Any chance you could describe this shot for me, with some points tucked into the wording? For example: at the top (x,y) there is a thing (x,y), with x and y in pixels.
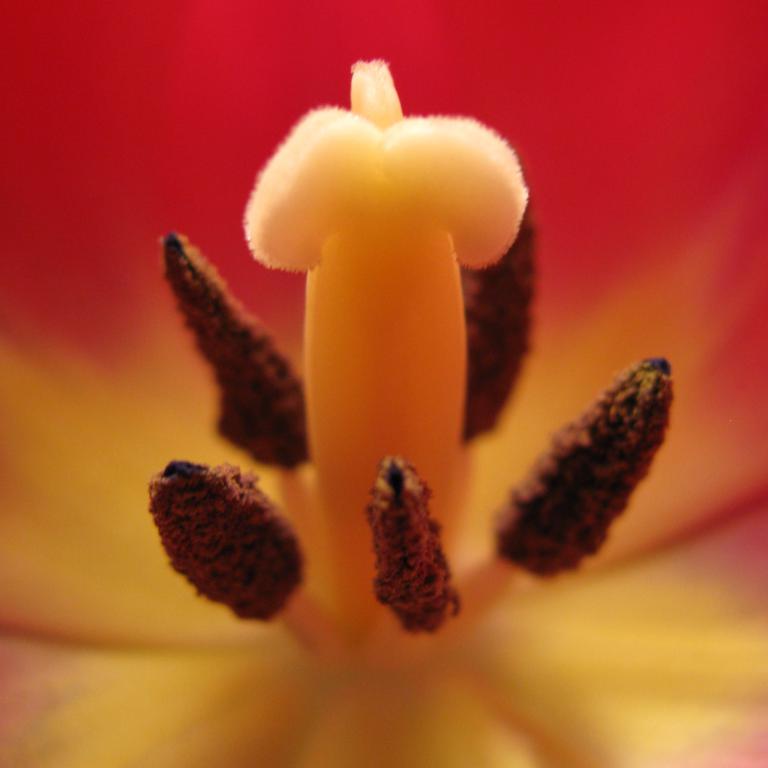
In this picture we can observe a flower (184,543). This is a macro photograph of a flower (227,421) which is in brown and yellow color. The background (716,107) is in red color.
